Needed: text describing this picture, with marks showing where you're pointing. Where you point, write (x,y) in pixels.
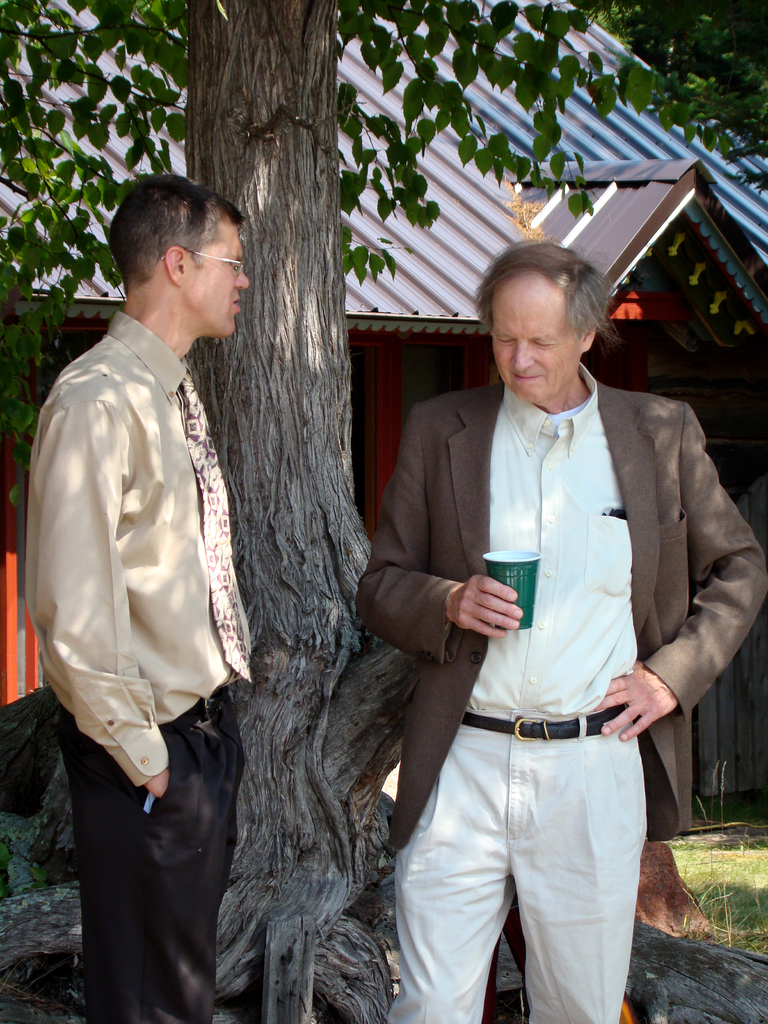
In this image we can see two persons (364,613) and among them a person (466,541) is holding a cup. Behind the persons (372,571) we can see a tree (295,353) and a house (482,377). In the bottom right (725,809) we can see the grass (722,809).
